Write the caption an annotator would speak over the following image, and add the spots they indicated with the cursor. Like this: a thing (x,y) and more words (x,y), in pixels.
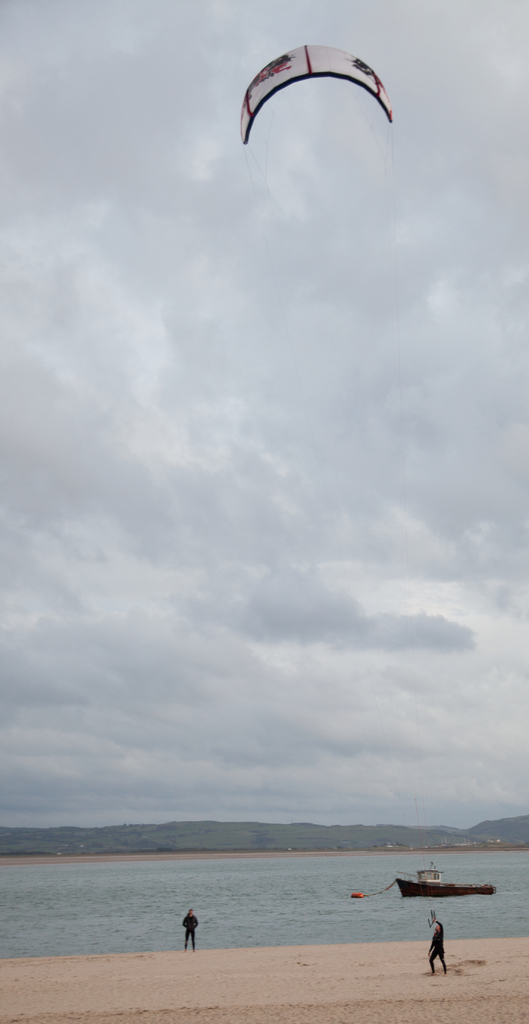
In this image there are two persons (441,955) standing on the beach (370,952), in front of them there is a boat (432,883) in the water (254,887), in the sky (334,132) there is a parachute (304,75), in the background of the image (316,839) there are mountains (216,843).
